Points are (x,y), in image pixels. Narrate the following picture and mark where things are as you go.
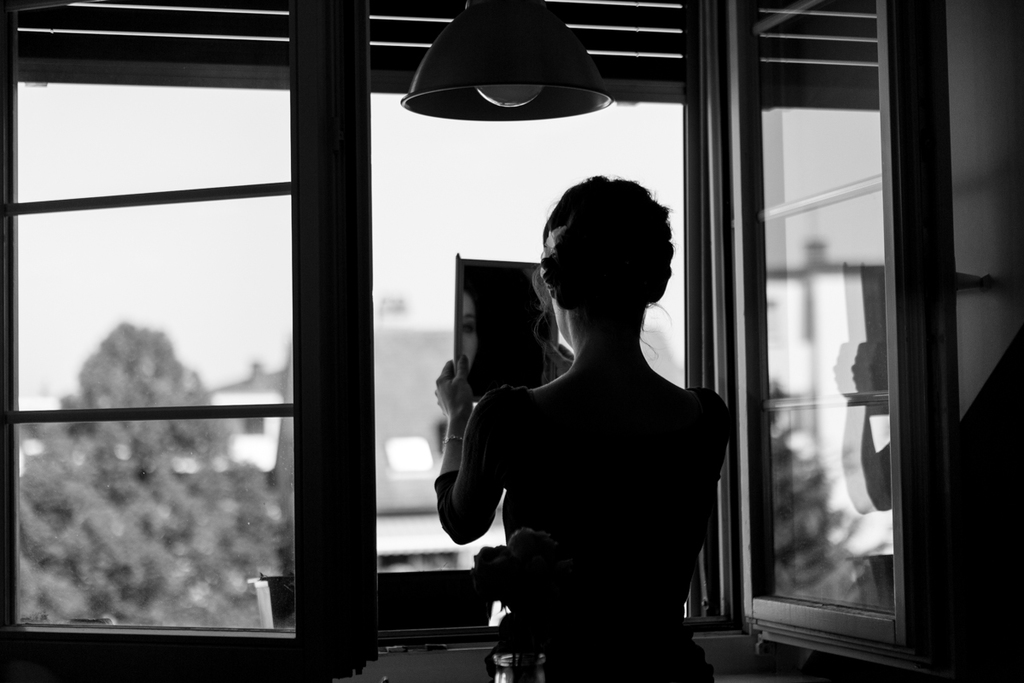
This picture is in black and white. In the center (550,325), there is a woman (615,459) holding a mirror (542,369) and she is facing backwards. Before her, there is a window (796,451). Through the window (365,435), we can see the buildings (385,405) and trees (181,539). At the top (545,89), there is a light (540,78).
